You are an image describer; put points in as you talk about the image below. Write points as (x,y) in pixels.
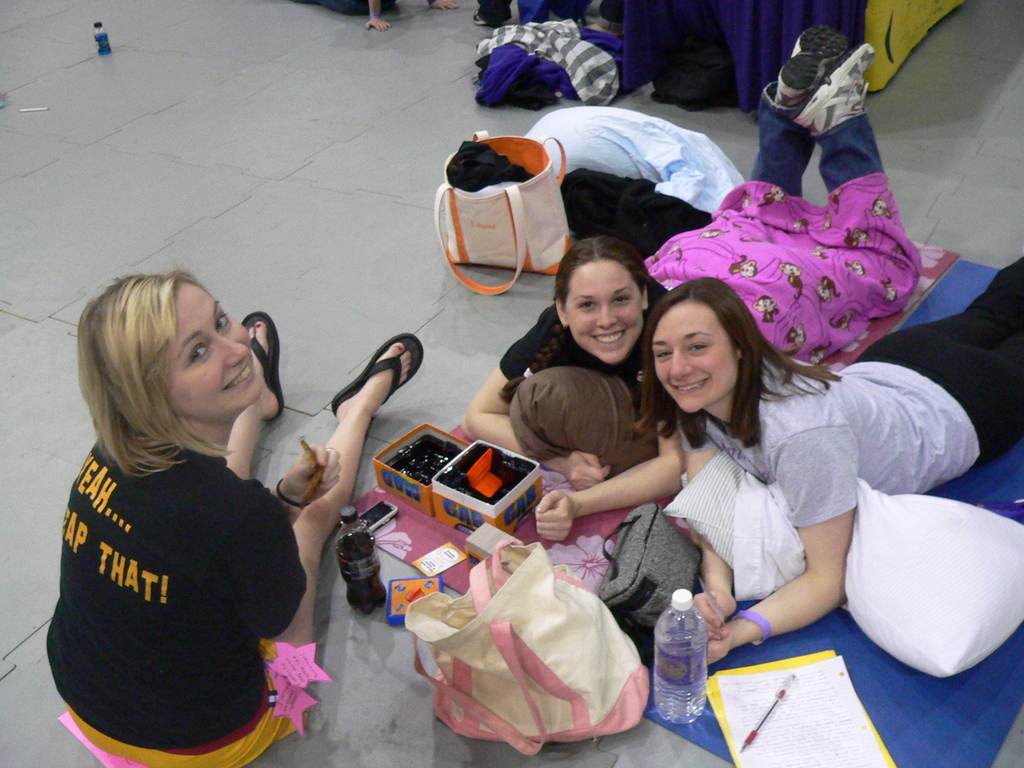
In this picture there is a woman (230,511) who is wearing black t-shirt (199,661), short (213,754) and slippers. On the right (1010,405) there are two women (870,386) who are lying on the mat (955,281) and holding the pillow (745,514) and blanket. Besides them I can see a carton boxes (511,517), bag (525,614), mobile phone (391,505), card (454,552), coke bottle (372,583), purse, water bottle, paper (803,735), pen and file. At the top (607,83) I can see some bags (525,194) and clothes (607,46) which are kept on the floor (456,89). Beside that I can see the person's leg (488,12) and other person's hand (372,22).
